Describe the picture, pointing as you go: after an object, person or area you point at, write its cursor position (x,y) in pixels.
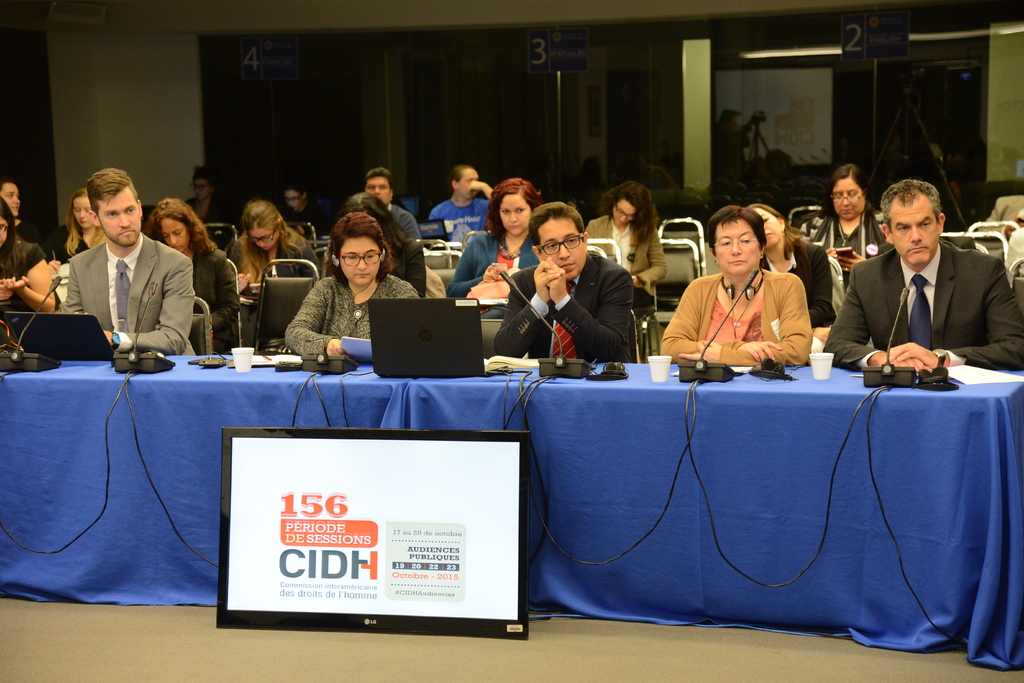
This picture shows a group of people (471,290) seated on the chairs (276,280) and we see few laptops (467,324), glasses (245,352) and microphones (689,374) on the table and there is a blue colour cloth (553,516) on the table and advertisement hoarding (437,440) in the front (269,453).
